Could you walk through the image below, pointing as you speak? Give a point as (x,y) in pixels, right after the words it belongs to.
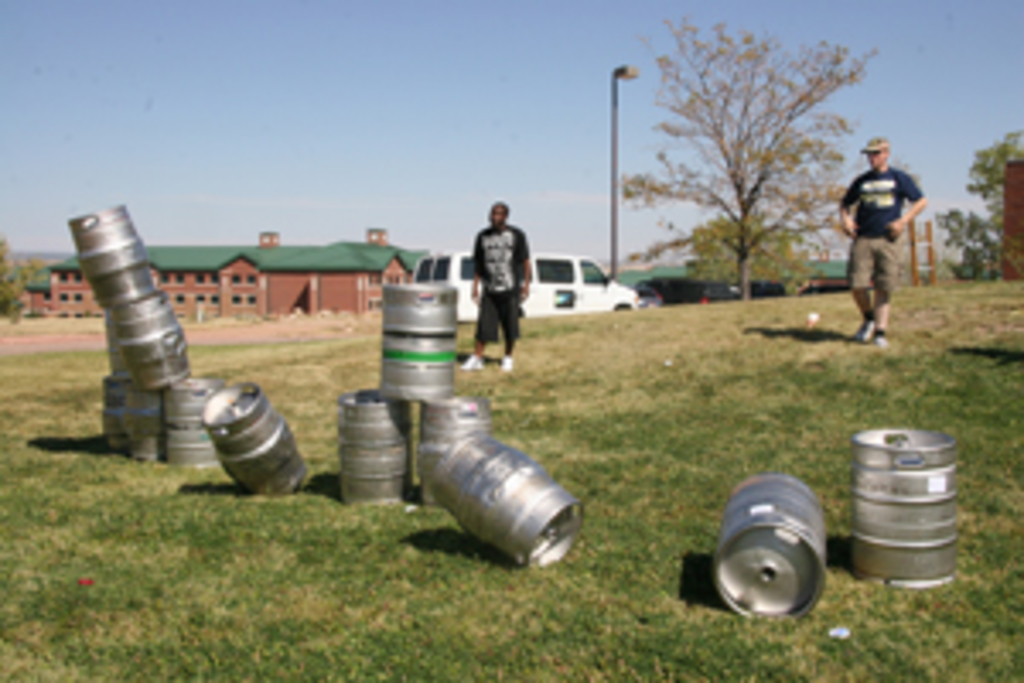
In front of the picture, we see large silver tins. At the bottom of the picture (620,641), we see grass (582,332). Behind that, we see two men (478,274) are standing. There are trees (695,263), pole (615,271) and a building (329,270) in the background (315,253). At the top of the picture (454,202), we see the sky (532,157).
